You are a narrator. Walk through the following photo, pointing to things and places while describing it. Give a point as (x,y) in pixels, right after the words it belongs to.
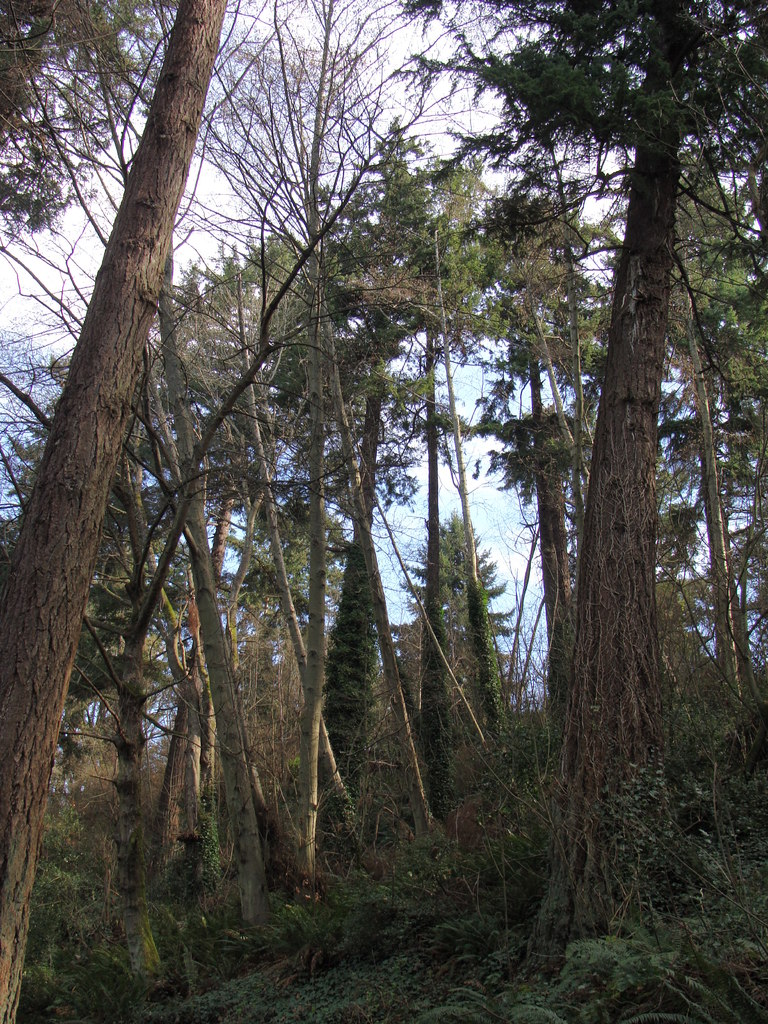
In this picture we can see trees (272,515), plants (423,875) on the ground (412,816) and we can see sky (412,424) in the background (474,437).
